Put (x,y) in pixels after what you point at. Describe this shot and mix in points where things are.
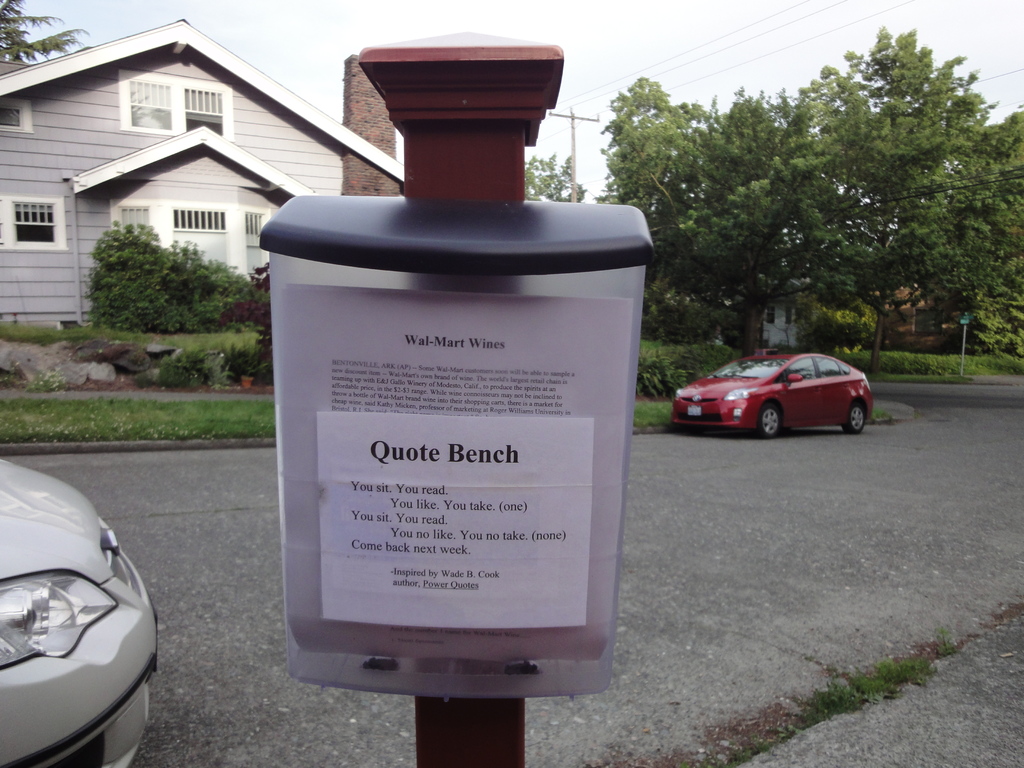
In the image in the center (441,365), we can see one pole (489,93) and we can see one box (438,460) attached to the pole (441,101). On the box (407,513), it is written as "Quote Bench". And we can see two cars (684,401) on the road (210,480). In the background (295,34), we can see the sky (533,2), clouds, trees (717,303), plants (135,329), grass (118,428), one sign board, one building (177,206), windows (179,219) etc.
